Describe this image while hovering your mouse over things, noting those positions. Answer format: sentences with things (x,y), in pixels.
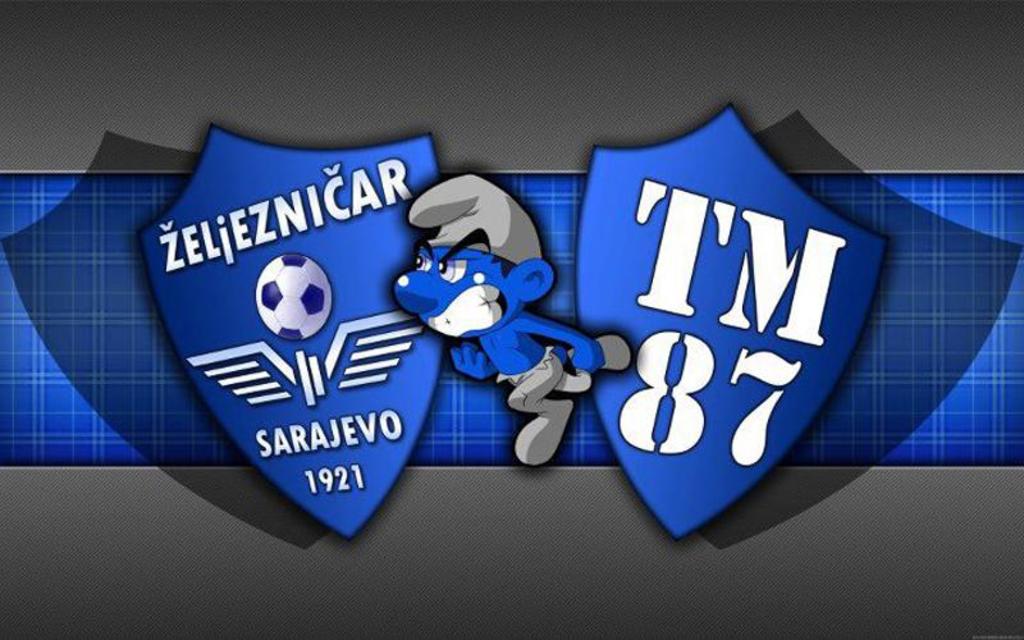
This is an edited image. In the center of the image (474,267) there is a cartoon (468,263). There are logos (595,275) with some text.
